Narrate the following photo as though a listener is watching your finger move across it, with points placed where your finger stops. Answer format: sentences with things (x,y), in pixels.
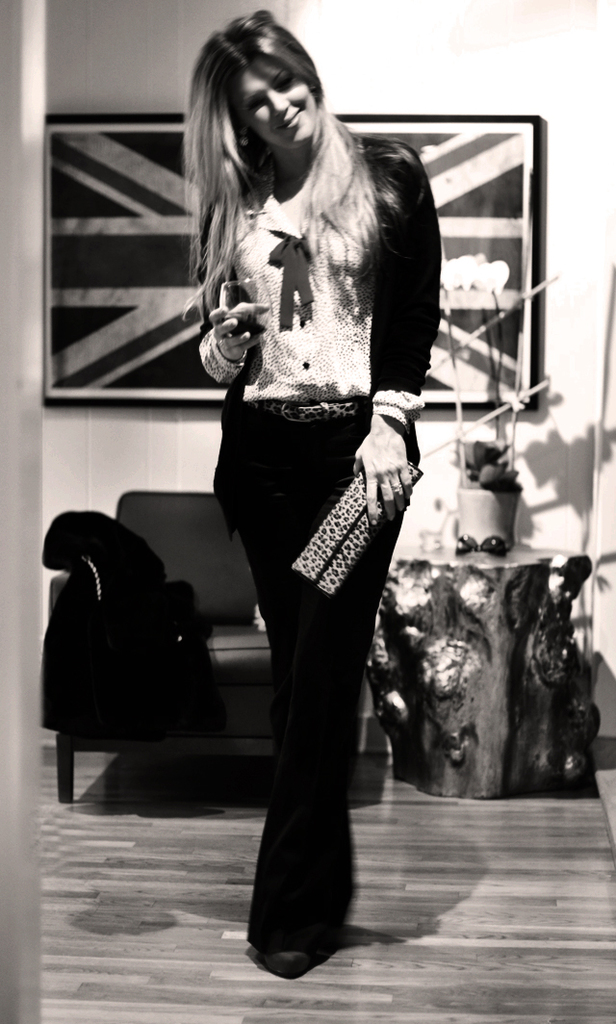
In this image I can see a woman (296,447) is standing and holding some objects (356,528) in hands (391,507). In the background (501,449) I can see a flag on the wall (608,235), a chair (183,716), a flower pot (494,468) and other object (458,560) on the floor (259,844). This picture is black and white in color.
